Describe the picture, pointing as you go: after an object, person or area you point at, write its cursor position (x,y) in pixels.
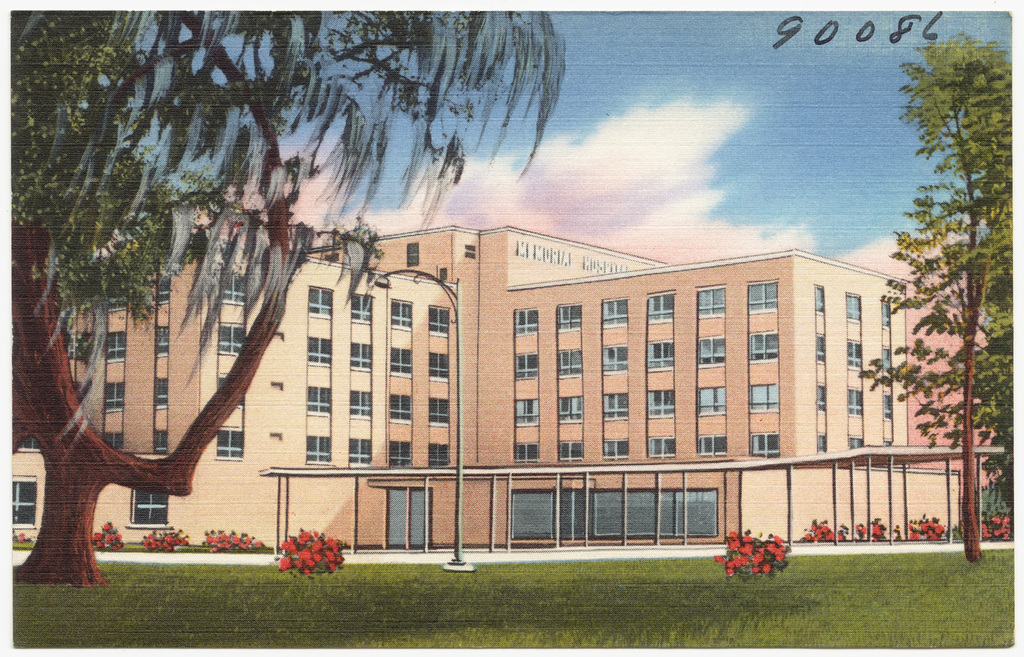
It is looking like a painting. In the background (629,393) I can see a building (607,399). On the right (969,249) and left sides of the image I can see the trees (64,494). On the bottom of the image (401,632) there is a grass (459,582) and flower plants (341,560). On the top of the image (767,95) I can see the sky (800,172).
